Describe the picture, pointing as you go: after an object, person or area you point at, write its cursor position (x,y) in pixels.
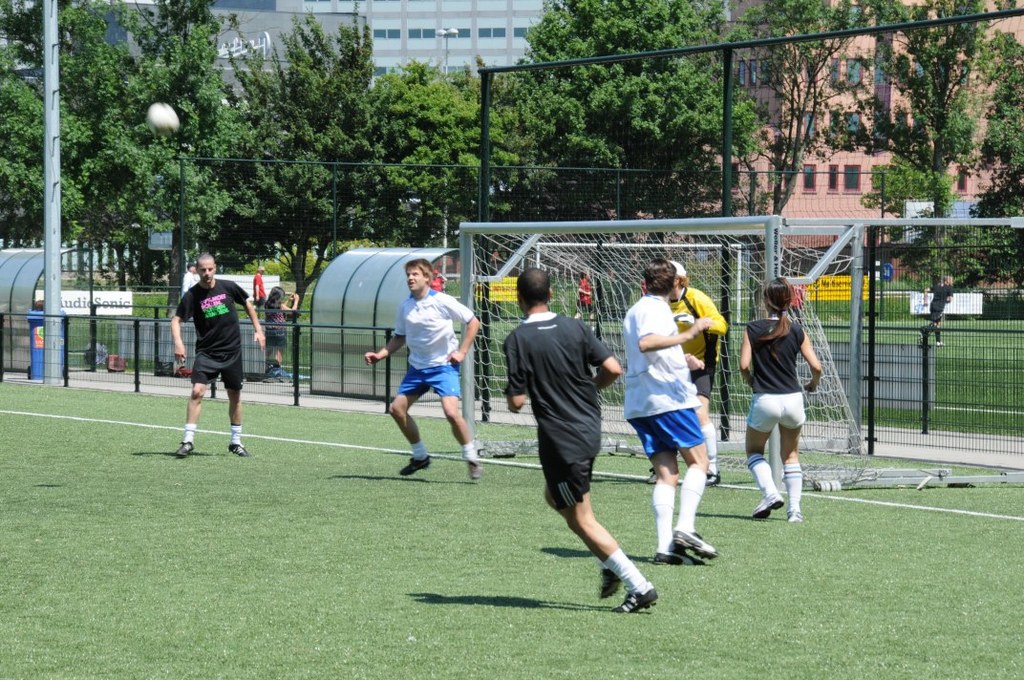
In this image, we can see persons (232,335) wearing clothes (450,326) and playing football. There is a fencing (722,341) and football goal post (630,252) in the middle of the image (626,260). There is a pole (53,131) and football (158,114) in the top left of the image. There are some trees (925,119) and buildings (434,53) at the top of the image (330,43).
